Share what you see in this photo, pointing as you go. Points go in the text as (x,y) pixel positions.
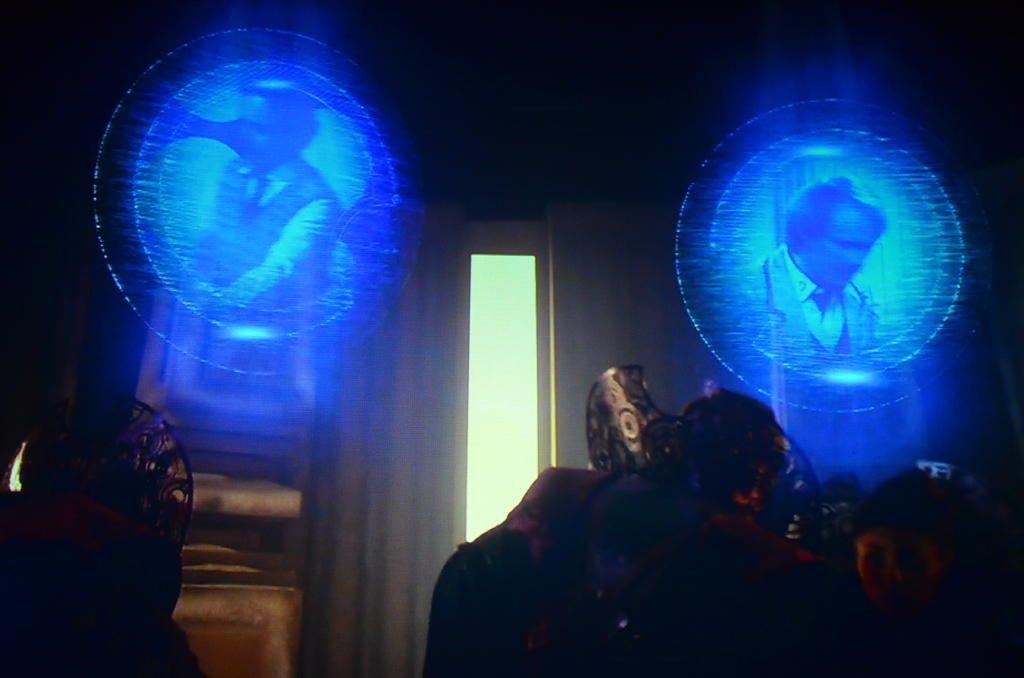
Here we can see a sculpture (631,411) and a person (718,659). There are screens (150,79) and there is a dark background (484,50).
